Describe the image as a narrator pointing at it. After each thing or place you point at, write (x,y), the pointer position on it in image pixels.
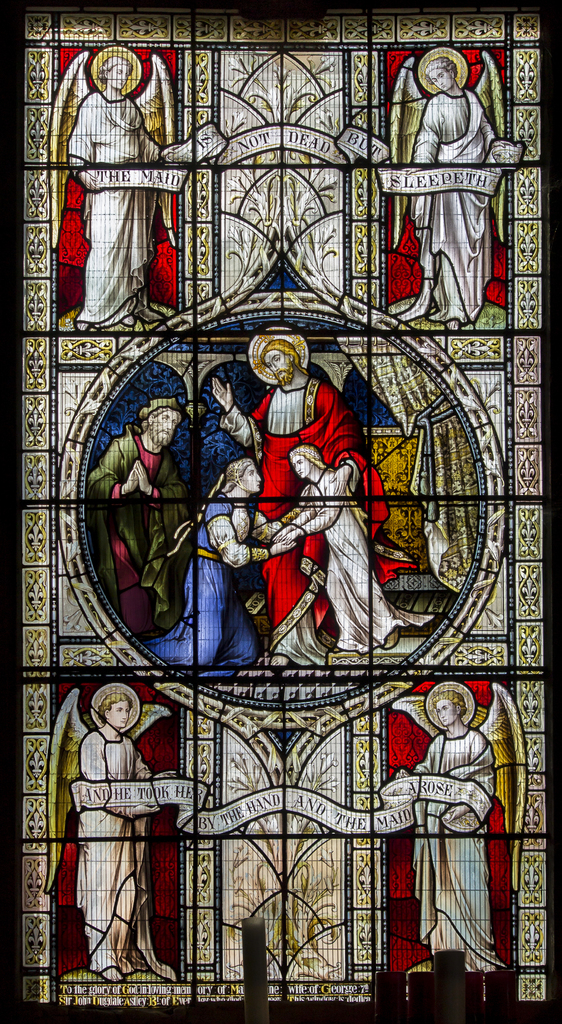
In this image we can see painting (375,576) on the glass (367,303).
